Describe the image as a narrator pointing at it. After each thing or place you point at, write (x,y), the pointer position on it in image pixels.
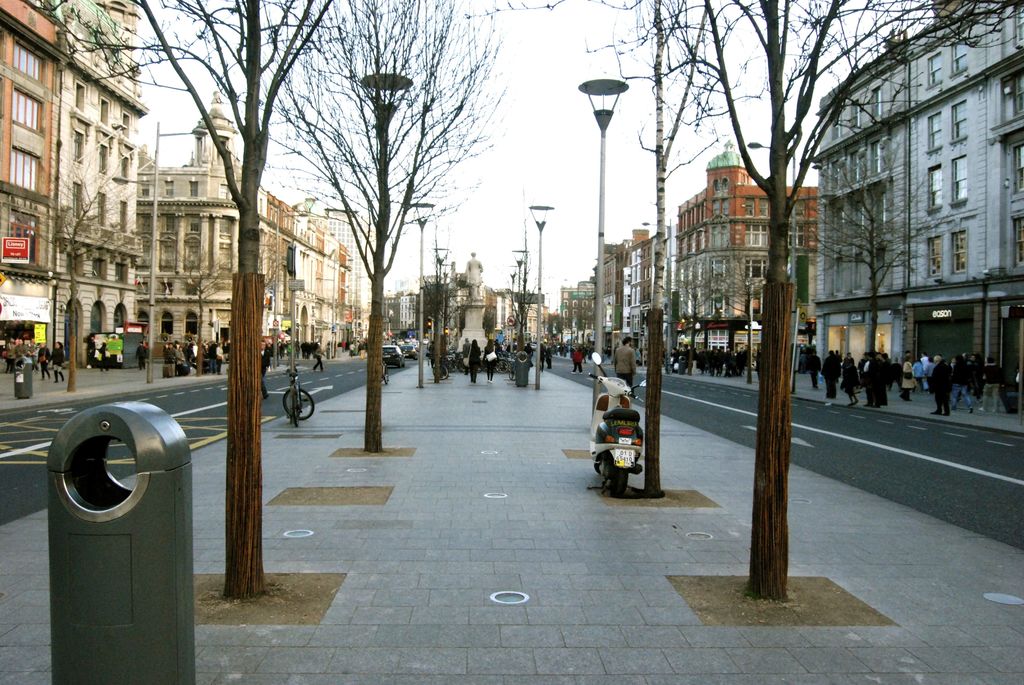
There is a sidewalk (417,539). On that there are trees (387,179), street light poles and some people (493,348) are walking. Also there is a cycle (293,413) and scooter (615,453). On the sides of that there are roads (717,394). On the sides of the road (756,395) there are people (872,364). Also there are trees (870,266) and buildings (752,273) with windows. In the background (522,112) there is sky (554,122). Also there is a statue (480,268) on a stand (476,307) in the background (474,319).
